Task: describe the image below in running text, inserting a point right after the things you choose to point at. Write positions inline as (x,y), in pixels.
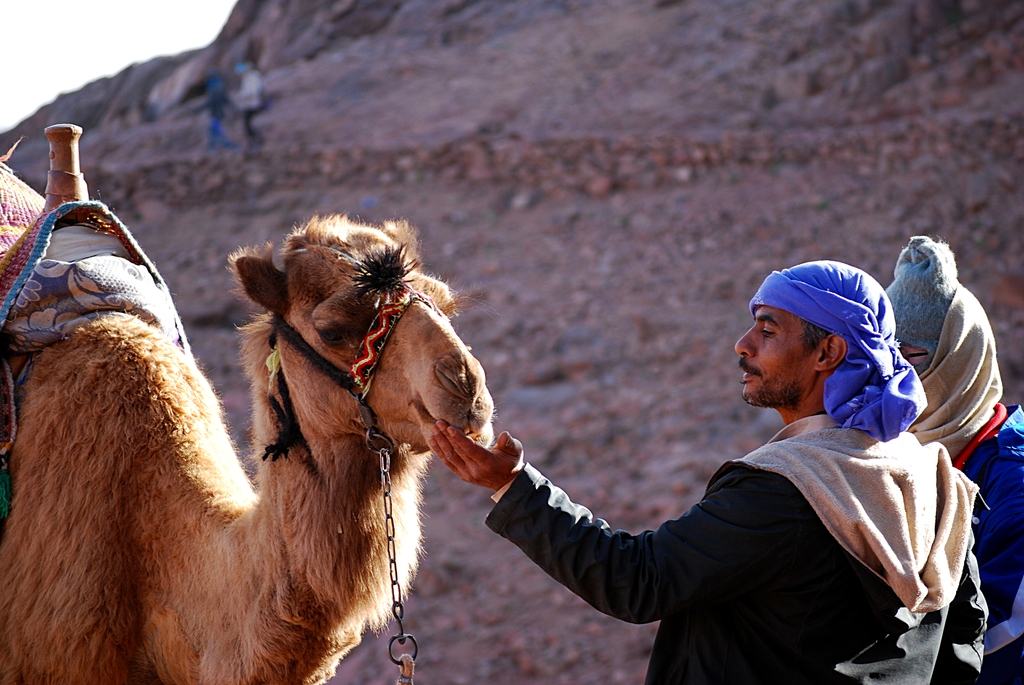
In this image we can see a camel (223,434), there are two person (800,411) standing in front of the camel (312,303), in the background of the image (213,111) there are two people (247,137) walking on the surface (666,114) of the rock (544,107).
